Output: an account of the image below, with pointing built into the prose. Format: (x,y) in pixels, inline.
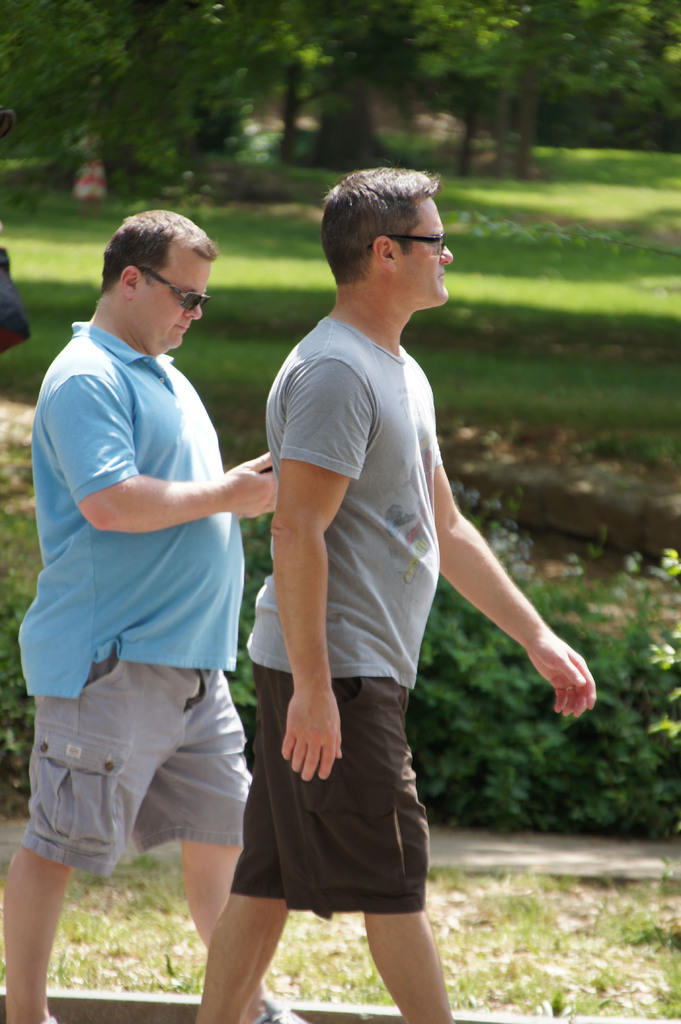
This image is taken outdoors. In the background (121,105) there are a few trees (406,99) on the ground (60,322) and there is a ground (71,271) with grass (470,314) on it. There are a few plants (541,714). In the middle of the image (288,524) two men (121,534) are walking on the road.
